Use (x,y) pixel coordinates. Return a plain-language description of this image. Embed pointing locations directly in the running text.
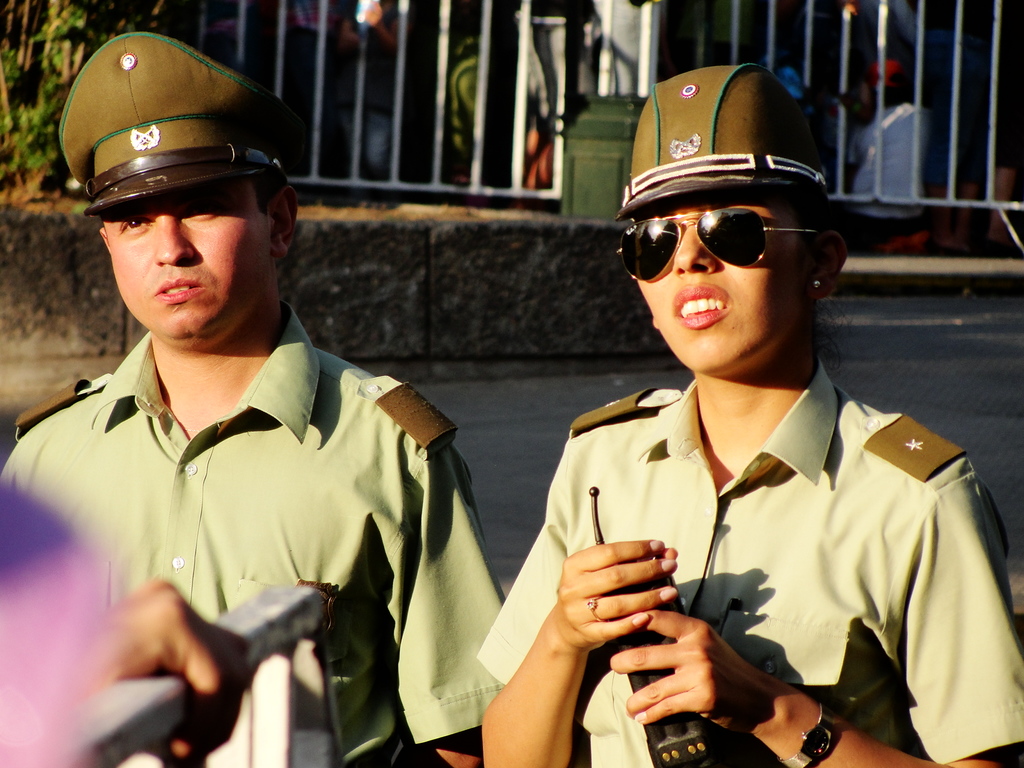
In this picture we can see a man (282,438) and woman (923,523), woman (910,535) is holding a device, they are wearing caps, woman (581,454) is wearing a goggles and in the background (530,447) we can see a fence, road (916,400), people (881,222), plants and some objects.
